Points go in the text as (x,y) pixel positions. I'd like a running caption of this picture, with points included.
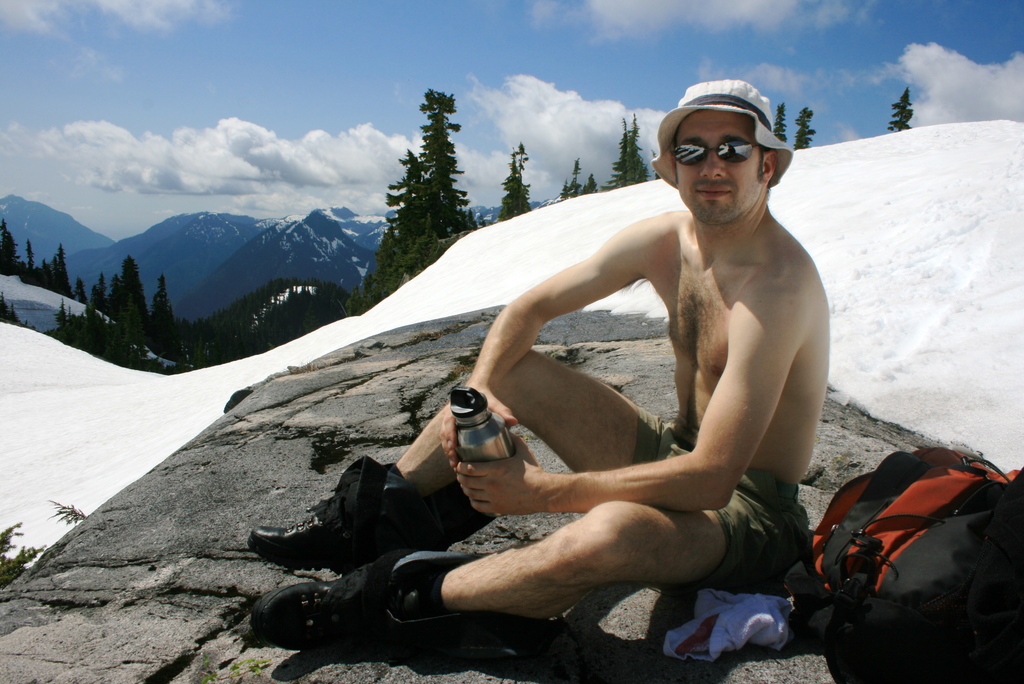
In the foreground of the picture (854,563) there are backpack (962,548), t-shirt (702,629), a person (529,404) holding a bottle (488,417). The person (419,467) is sitting on a rock (371,397). In the center of the picture (444,250) there are trees (405,256) and hills (954,270) covered with snow (953,286). In the background (235,237) there are mountains (286,264). On the left (12,572) there is a tree (12,571).
